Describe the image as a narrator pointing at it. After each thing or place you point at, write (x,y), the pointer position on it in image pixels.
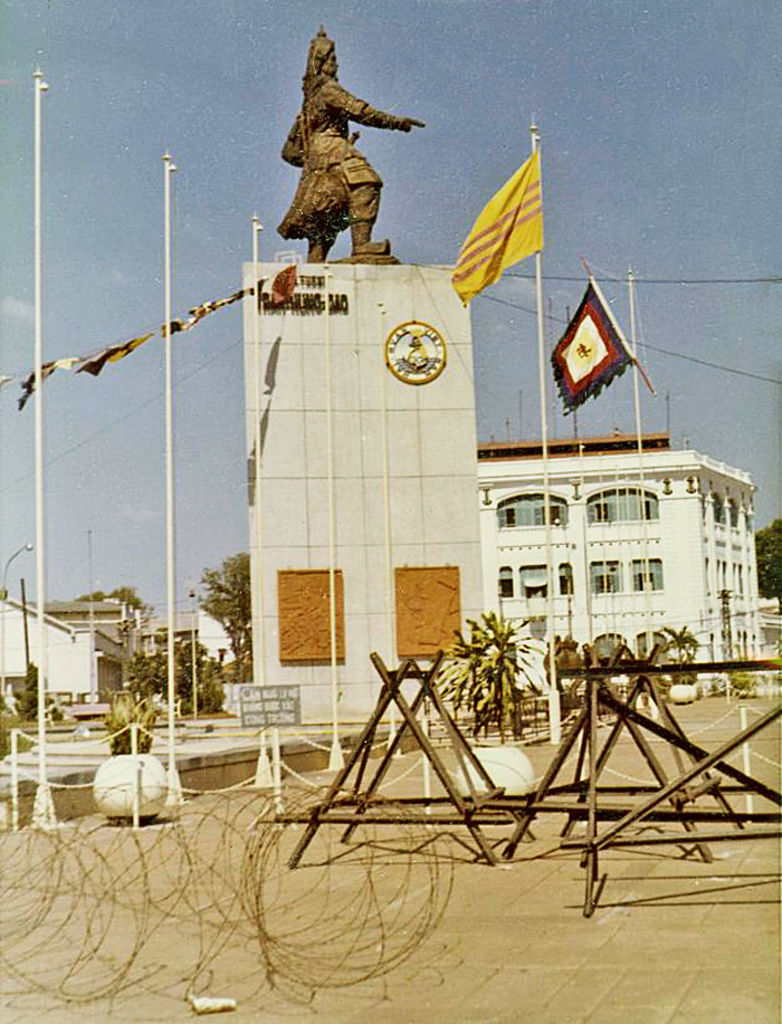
In the image we can see there are iron springs (312,911) and barricades (397,671) kept on the ground (720,959). There are plants (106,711) kept in the pot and there is a human statue (373,178) standing on the podium (301,385). There are flags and there are iron poles (384,419). Behind there are buildings (22,646) and there are trees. The sky (206,191) is clear.
